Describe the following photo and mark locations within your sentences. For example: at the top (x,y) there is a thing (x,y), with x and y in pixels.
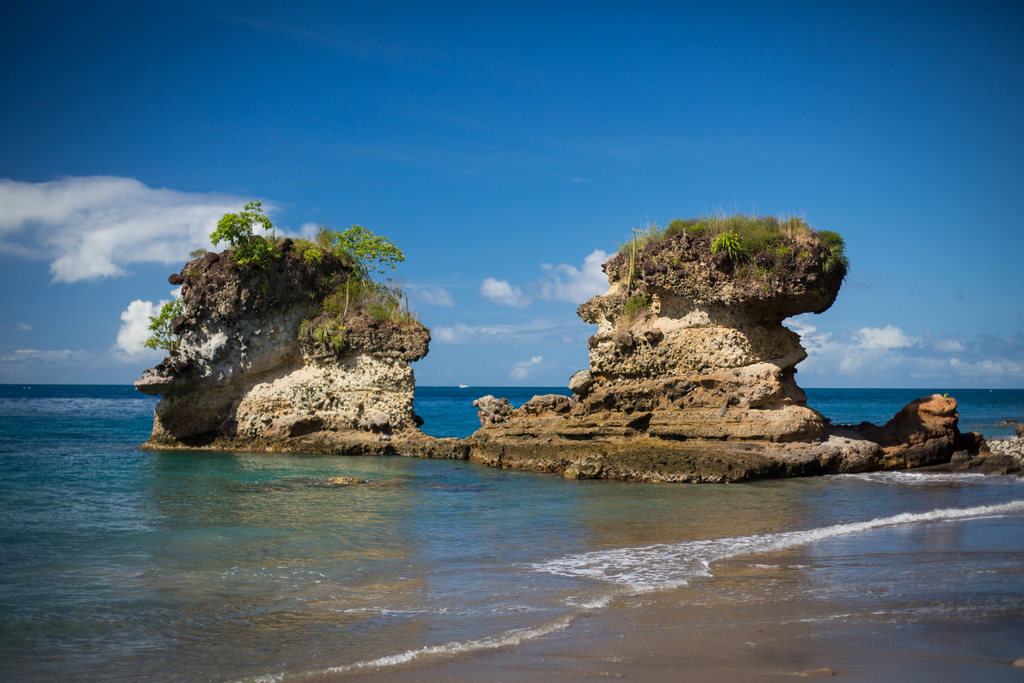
This is the picture of a sea (632,521). In the foreground (287,280) it looks like a hill (257,316) and there are trees (248,219) on the hill (332,252). At the top (525,153) there is sky (557,356) and there are clouds (515,282). At the bottom (366,511) there is water (670,496) and sand (814,648).
